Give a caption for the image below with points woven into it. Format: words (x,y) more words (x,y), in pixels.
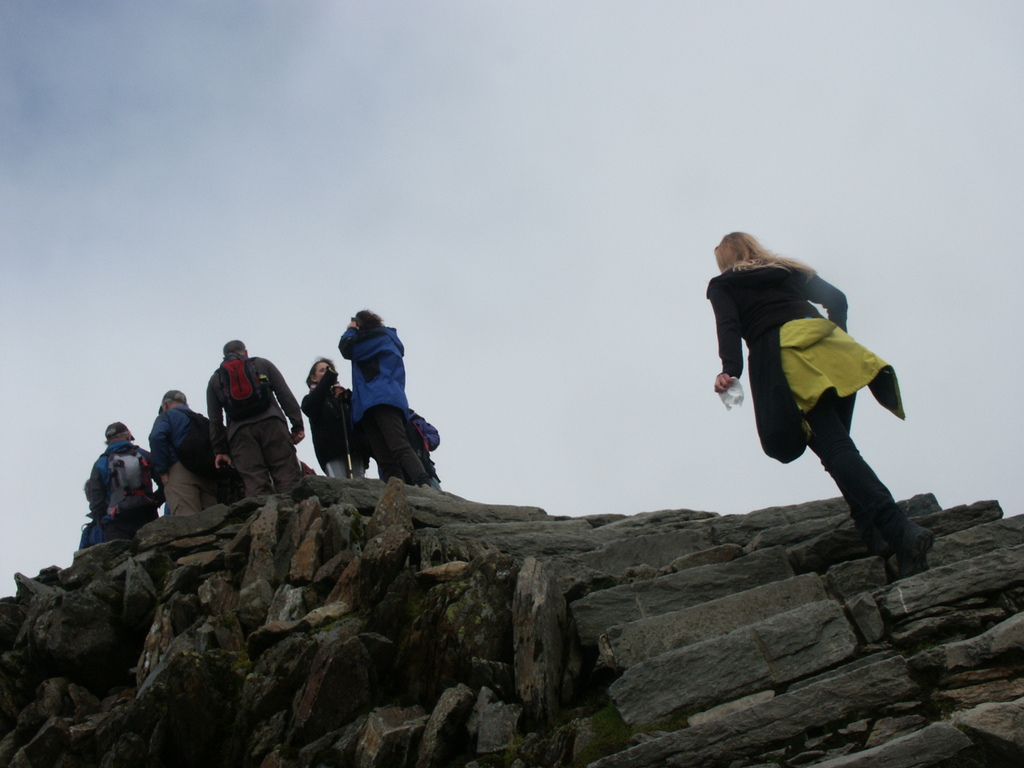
In this image in the center (355,399) there are some persons (145,471) standing, at the bottom of the image (406,587) there are some rocks (813,572). And on the right side (850,463) there is one woman (818,438) who is walking on stairs (778,553), and she is holding something. At the top (387,91) there is sky (279,138).
